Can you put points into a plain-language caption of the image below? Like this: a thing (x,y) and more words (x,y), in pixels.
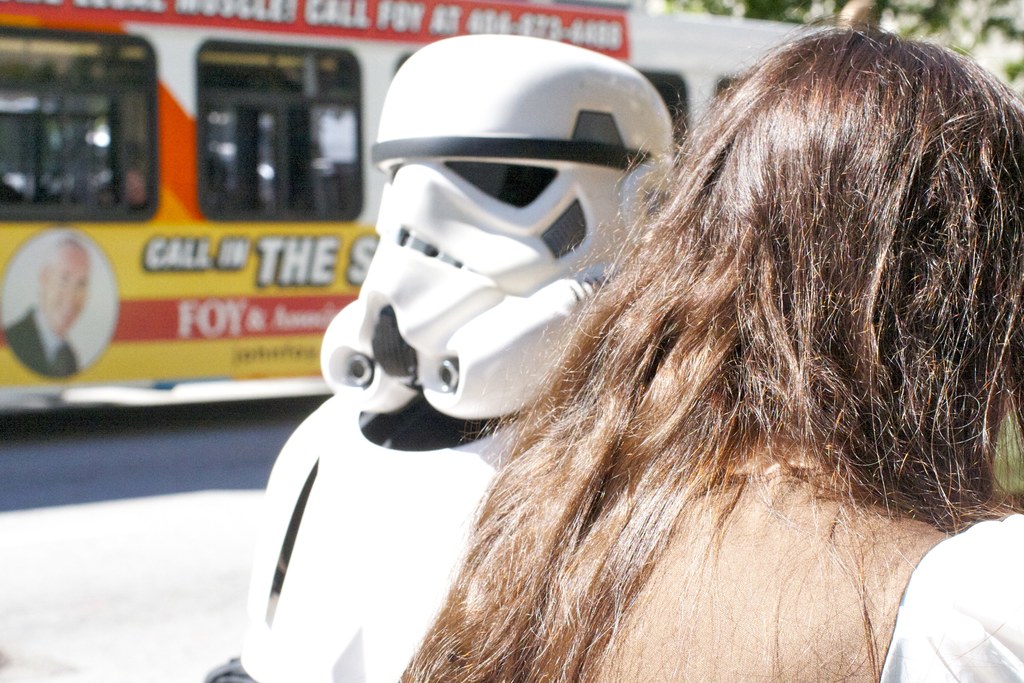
In this picture there is a lady (679,270) on the right side of the image (953,251) and there is a bus (350,155) at the top side of the image (226,159) and there is a person (500,222) in a stormtrooper costume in the center of the image (530,299).
